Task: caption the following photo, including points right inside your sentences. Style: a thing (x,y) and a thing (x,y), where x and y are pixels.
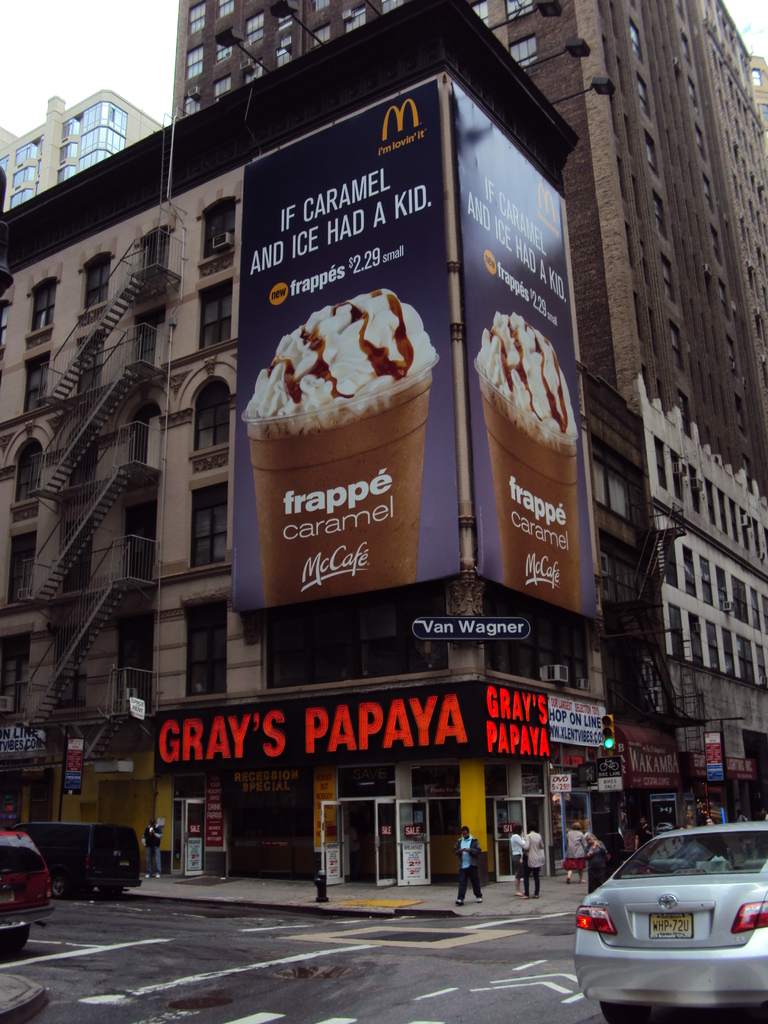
In this picture we can see group of people (535,845), few people (535,845) are standing and few (475,871) are walking on the pathway (472,893), in front of them we can see few vehicles (43,855) on the road (366,939), in the background (546,755) we can find traffic lights (610,721), hoardings (522,724), metal rods (164,266) and buildings (582,212).
